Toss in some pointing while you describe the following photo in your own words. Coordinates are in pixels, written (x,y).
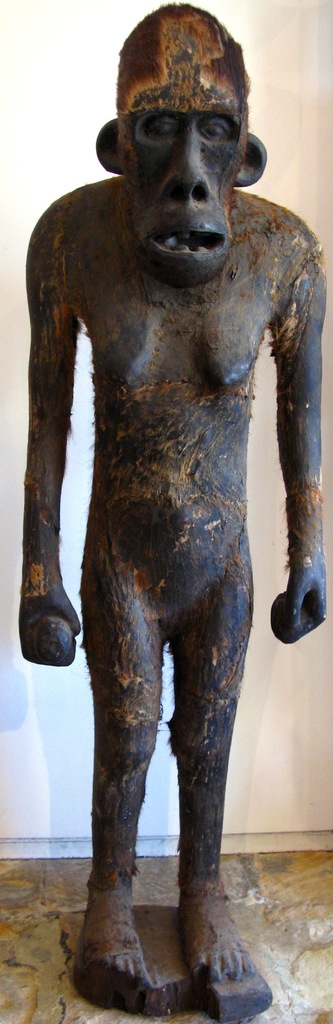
In this picture we observe a black monkey sculpture (96,545) which is standing.
